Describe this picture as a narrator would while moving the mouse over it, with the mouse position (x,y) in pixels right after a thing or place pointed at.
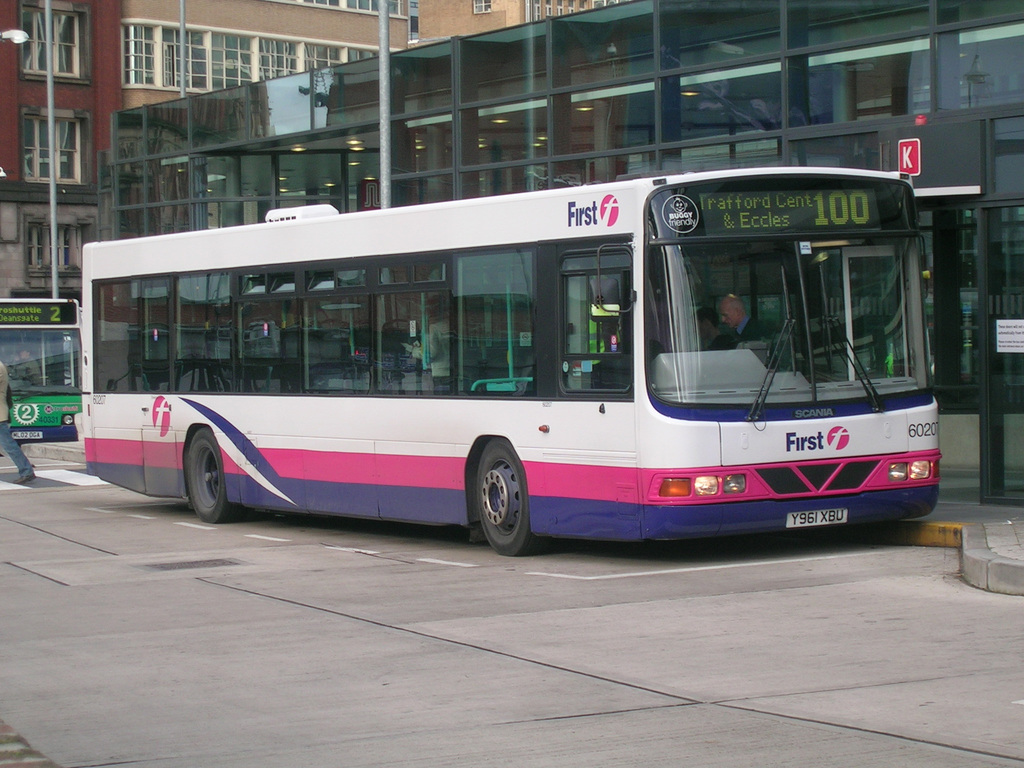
In the image there is a bus (528,410) on the side of the road (261,631) and behind it there are buildings (196,122).
